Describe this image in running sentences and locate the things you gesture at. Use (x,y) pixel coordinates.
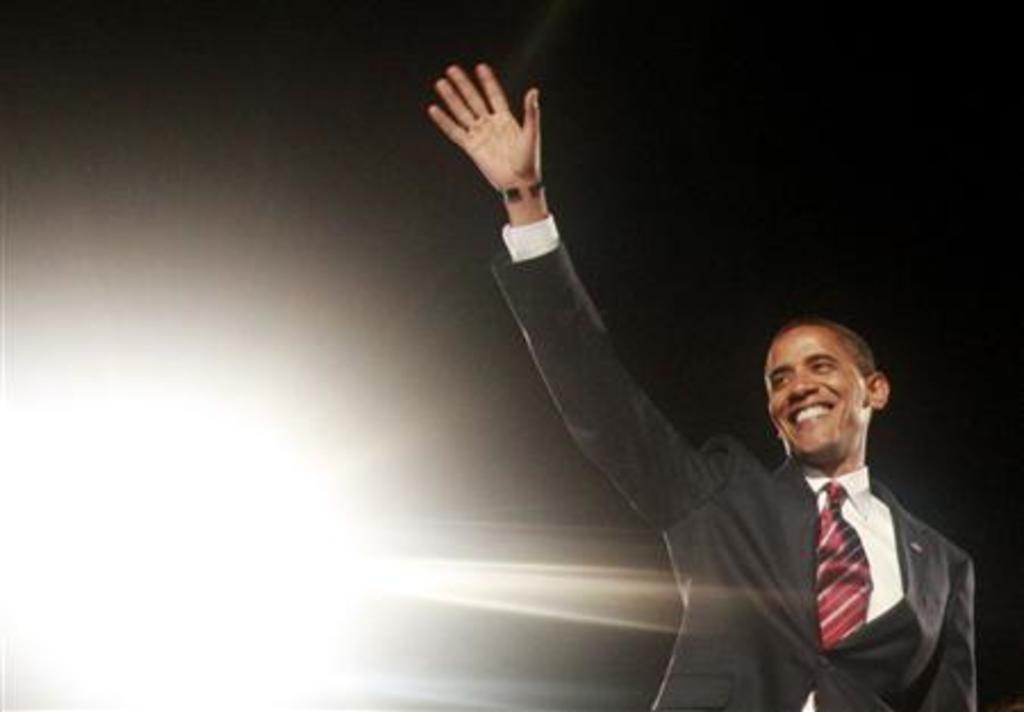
In the image we can see a man (751,565) wearing blazer (919,586), shirt (869,538), tie (837,582) and he is smiling. The background (740,210) is dark and bright.
